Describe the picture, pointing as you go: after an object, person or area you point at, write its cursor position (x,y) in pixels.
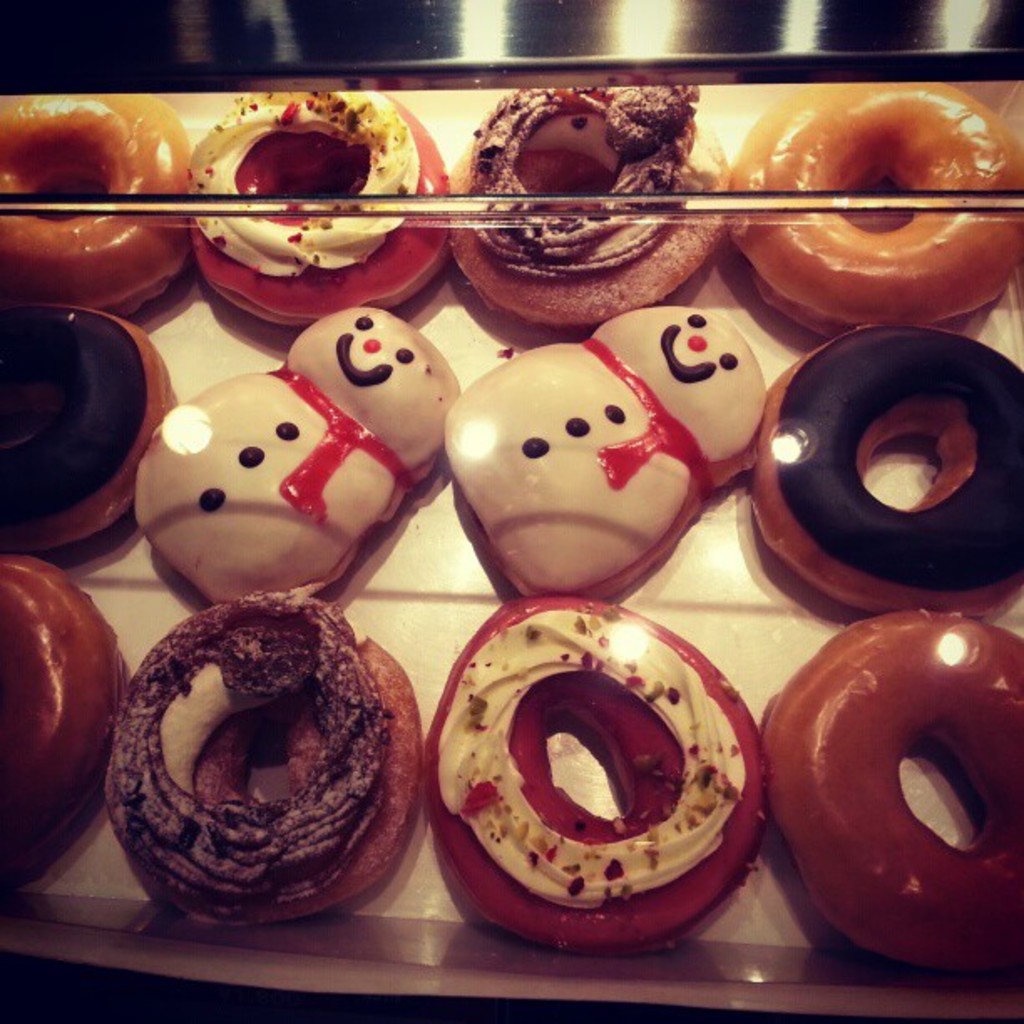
In this image, I can see different varieties of doughnuts (71,306), which are placed in a tray (436,570).
